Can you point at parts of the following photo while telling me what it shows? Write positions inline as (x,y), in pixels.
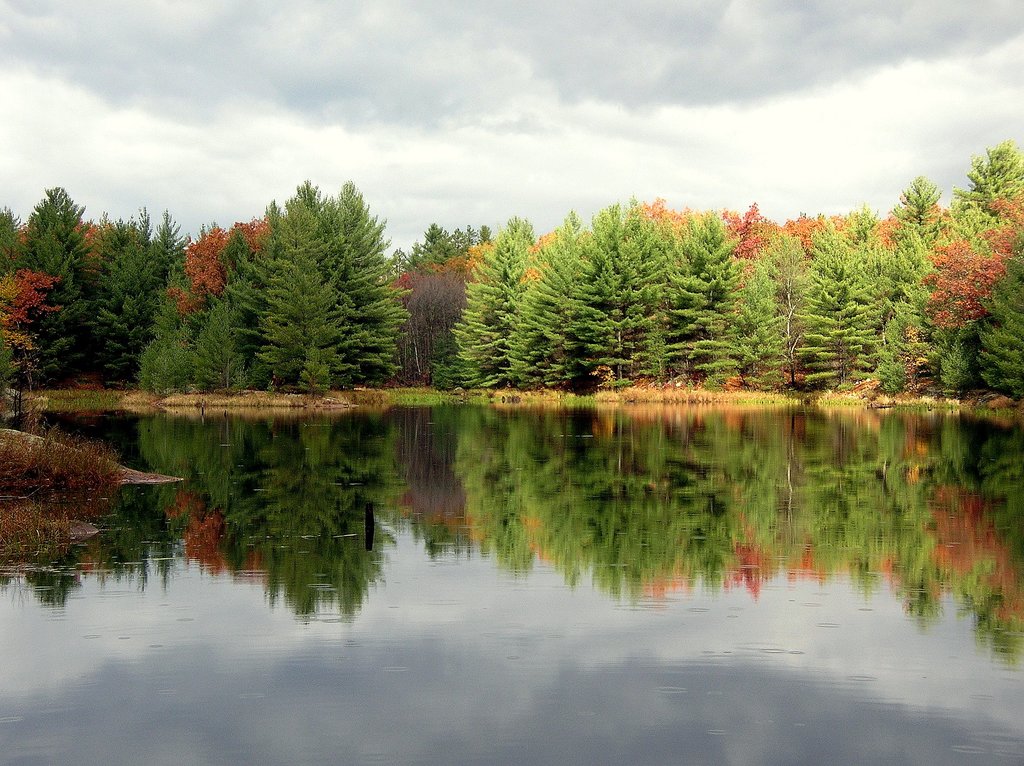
In this picture I can see the water (659,552) at the bottom (553,542), in the middle (515,364) there are trees (470,337), at the top (475,164) there is the sky (447,158).
